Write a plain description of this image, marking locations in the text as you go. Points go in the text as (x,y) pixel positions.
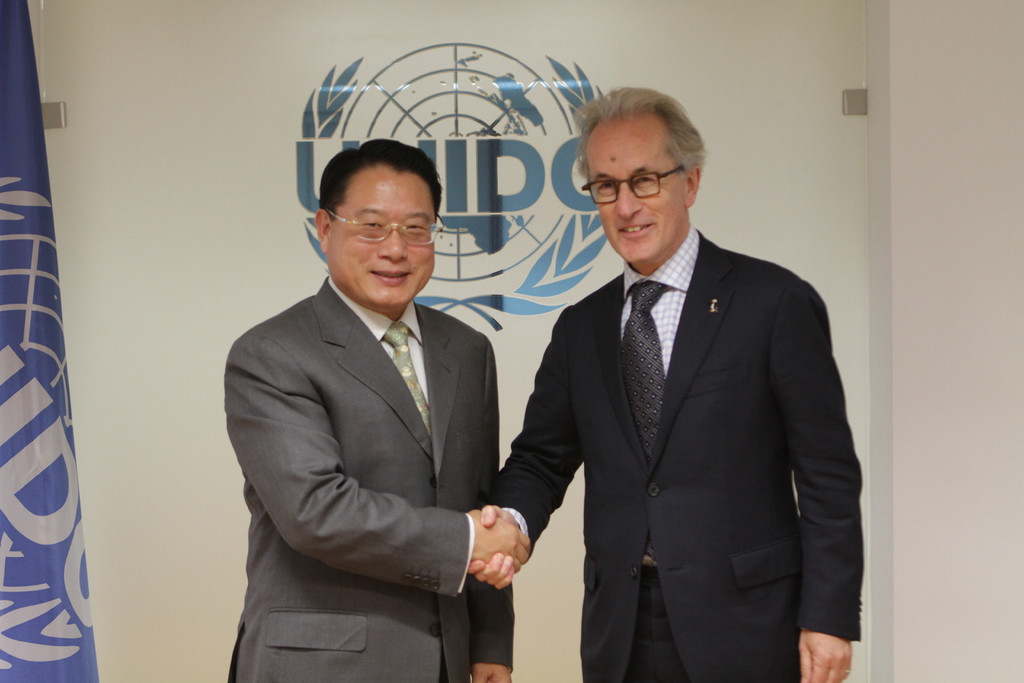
In the center of the image (408,349) we can see two people (603,610) standing and shaking their hands (503,549). In the background (465,155) there is a wall (201,371) and a flag (28,382).
